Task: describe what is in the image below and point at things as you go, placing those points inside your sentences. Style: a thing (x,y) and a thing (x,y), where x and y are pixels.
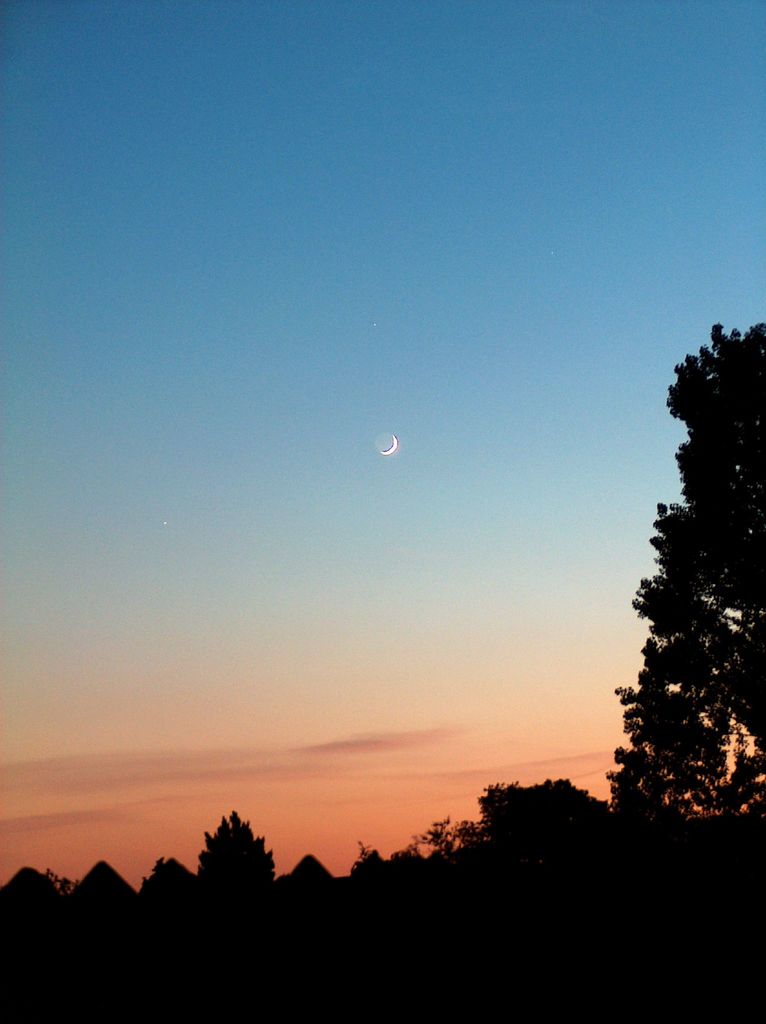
In this picture we can see trees (684,896) and in the background (94,780) we can see the sky (299,431) with clouds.
